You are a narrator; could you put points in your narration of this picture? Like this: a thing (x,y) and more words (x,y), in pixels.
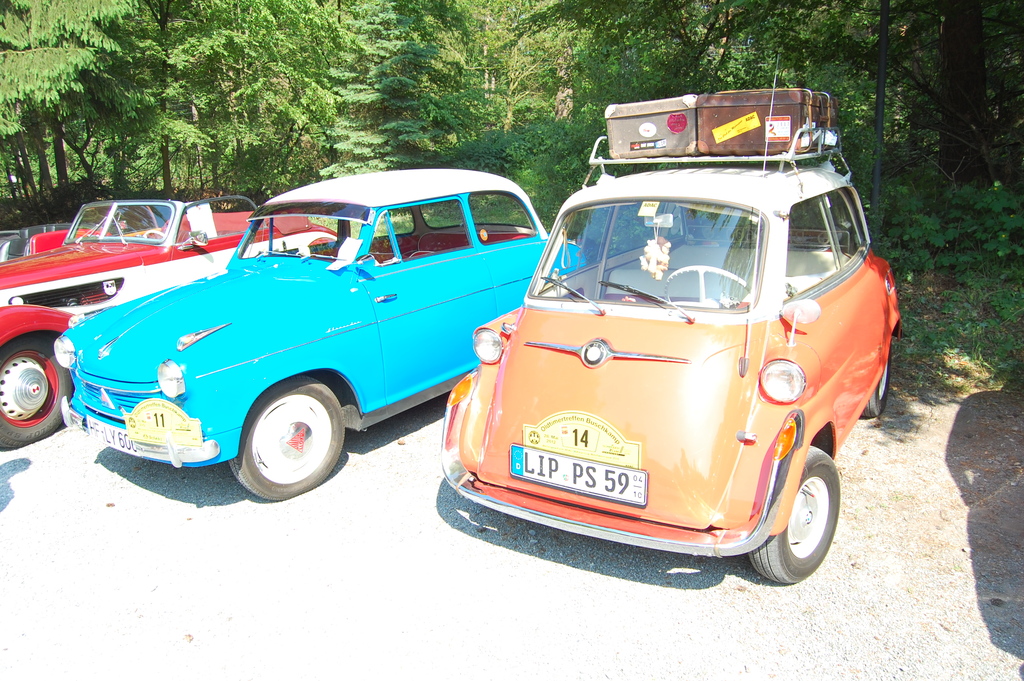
There are many vehicles (383,303). On the vehicles (310,386) there are number (162,415) and number plate (104,429). On the vehicle (662,364) there is luggage (714,121). In the background (488,47) there is trees (628,70).
